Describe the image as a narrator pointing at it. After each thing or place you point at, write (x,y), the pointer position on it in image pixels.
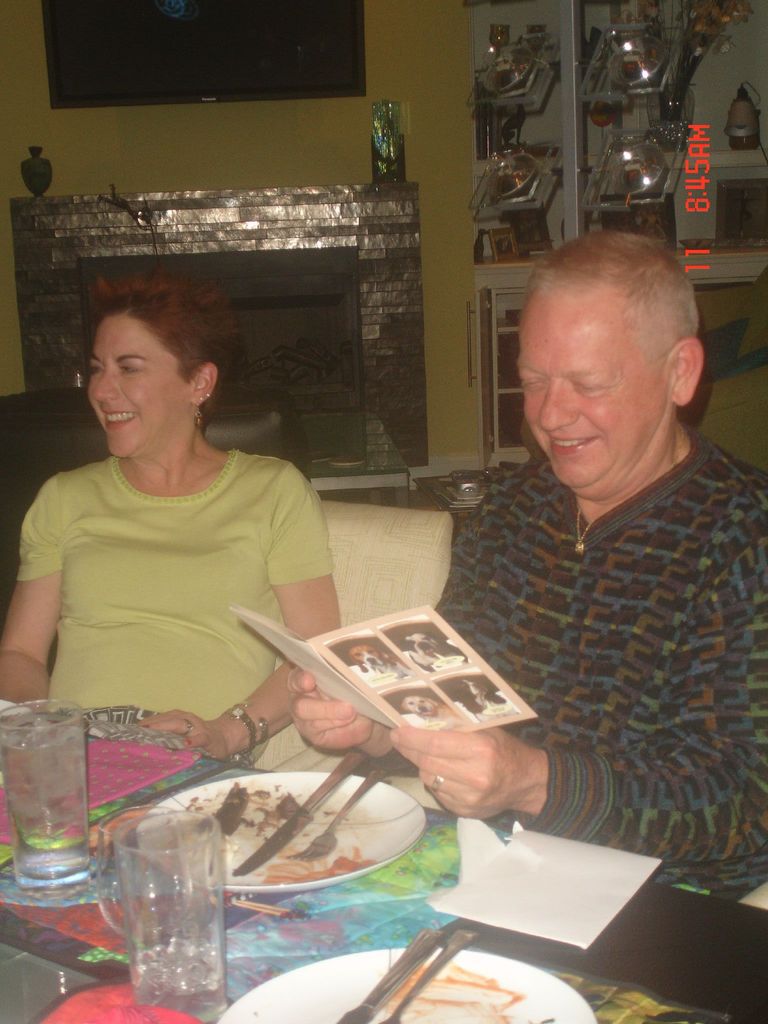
In this image we can see two persons (293,576) sitting in front of a table (229,903). One women (229,718) is wearing a green t shirt (169,656) and other person (666,511) is holding a book (449,683) in his hands (357,714). On the table (436,913) there are set of glasses (148,926), group of plates (256,788), spoons (411,1000) placed on the table (620,975). In the background (421,176) we can see a television (286,17) on the wall (307,145) and some shields (508,170) are placed on the cupboard (520,274).
